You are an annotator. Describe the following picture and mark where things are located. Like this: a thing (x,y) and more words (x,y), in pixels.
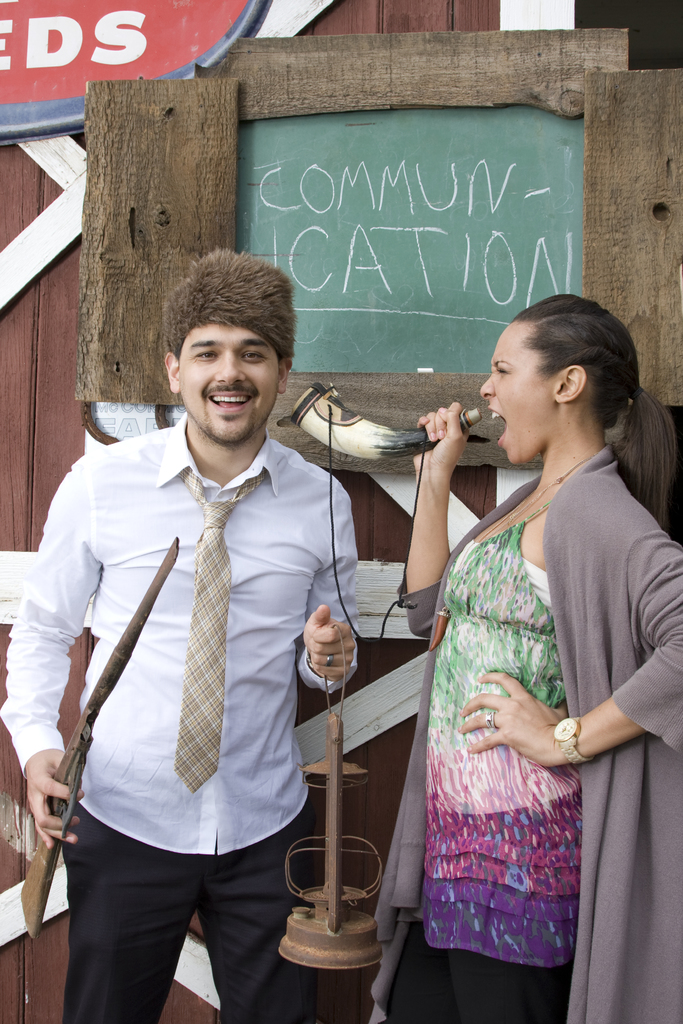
In the image in the center (327,629) we can see two persons (496,567) were standing and one was smiling and the other was shouting, which we can see on their faces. And we can see they were holding some objects (339,718). In the background (308,297) there is a wooden wall (11,195), banner (199,60), board (413,126) and few other objects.
